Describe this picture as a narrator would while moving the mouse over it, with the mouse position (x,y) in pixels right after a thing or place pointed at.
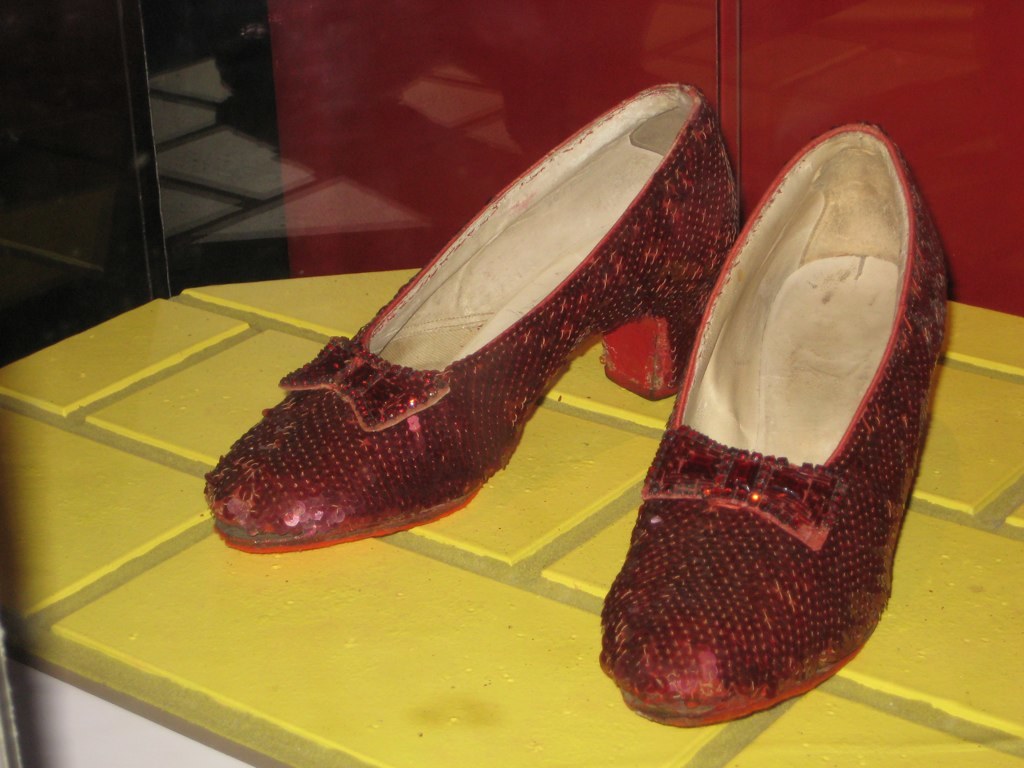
There are red color shoes (738,543) on a yellow color platform (963,686). In the back (480,78) there is a red color wall (589,85).
